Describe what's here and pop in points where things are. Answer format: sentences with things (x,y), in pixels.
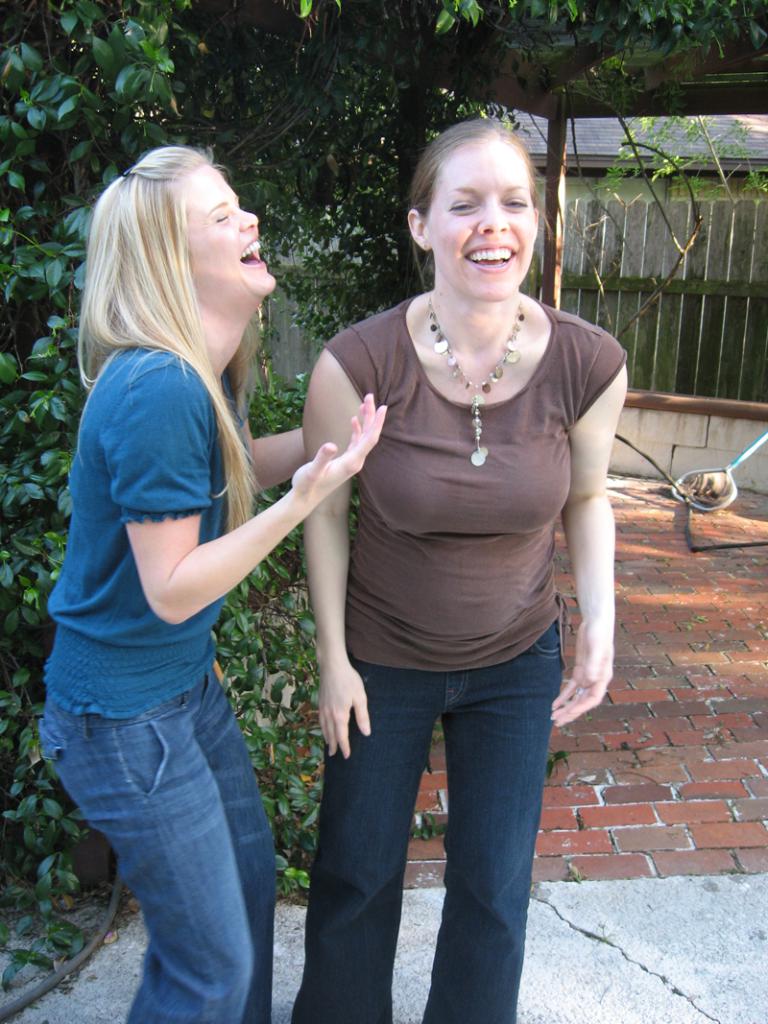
In this picture we can see two women (311,489) standing here, in the background (290,181) we can see trees (195,59).
